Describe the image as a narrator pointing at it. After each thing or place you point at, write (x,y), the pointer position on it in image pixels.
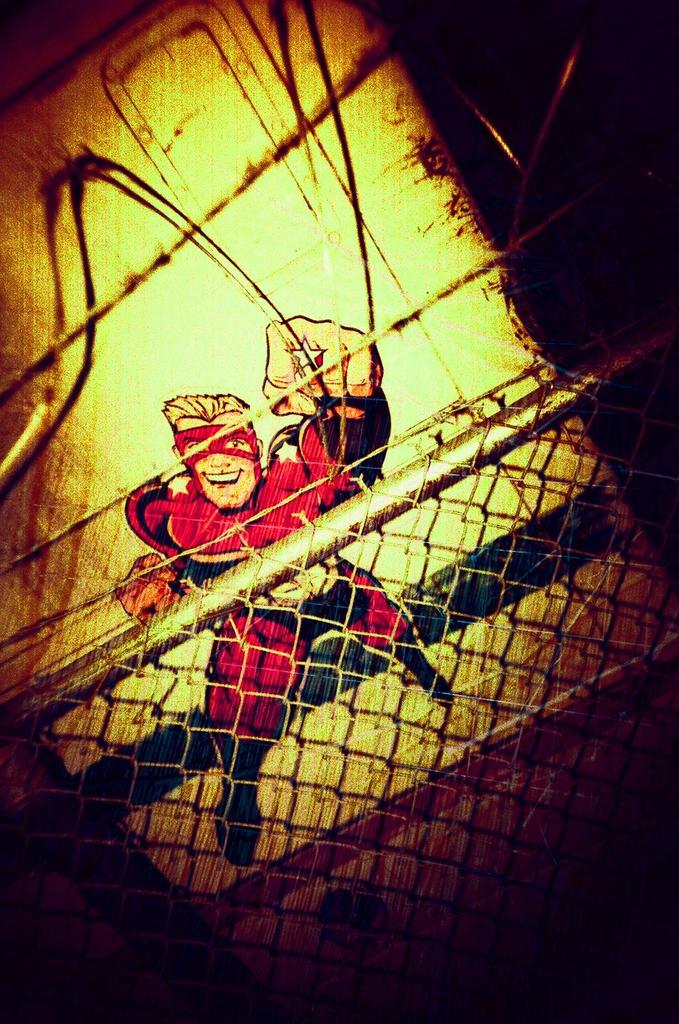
In this image in the front (296,680) is a fence (246,657) and in the background (216,563) there is a drawing (224,515) of a cartoon (231,509).
